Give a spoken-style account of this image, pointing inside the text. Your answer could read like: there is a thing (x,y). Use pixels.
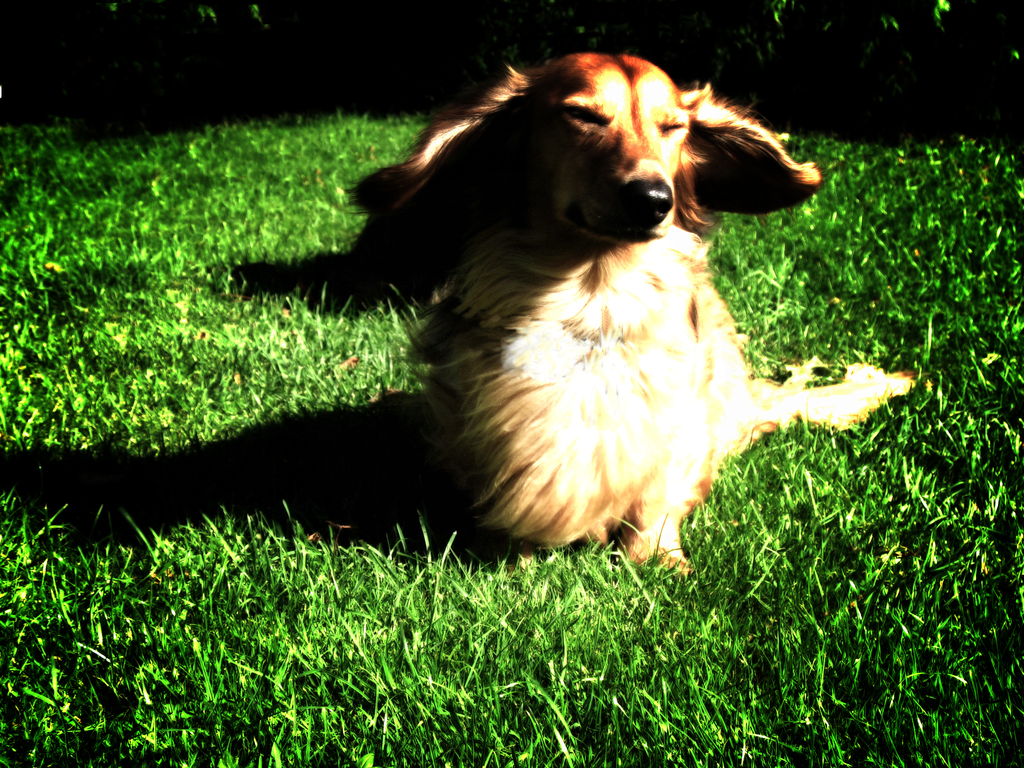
As we can see in the image there is grass (336,411) and a dog (604,293). The image is little dark.
